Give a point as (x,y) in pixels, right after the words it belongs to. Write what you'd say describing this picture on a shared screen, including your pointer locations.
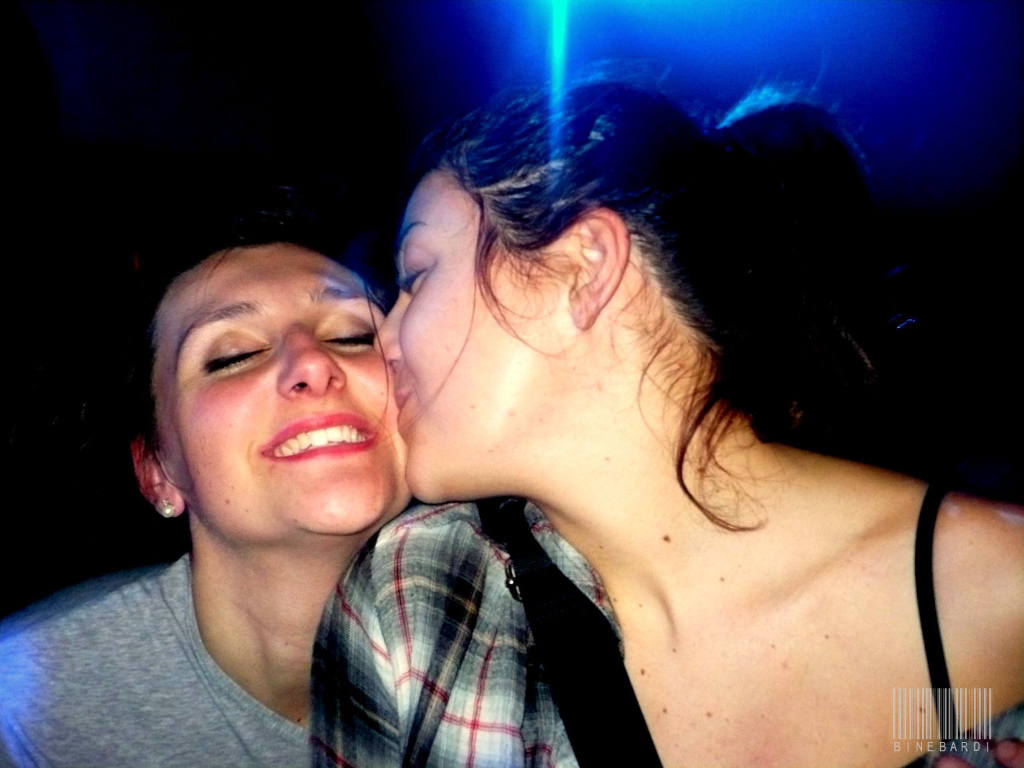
This picture consists of two women (559,282) and on the left side (295,580) woman (295,580) she wearing a gray color t-shirt (213,717) and she smiling, at the top (557,38) I can see a light (557,38).
